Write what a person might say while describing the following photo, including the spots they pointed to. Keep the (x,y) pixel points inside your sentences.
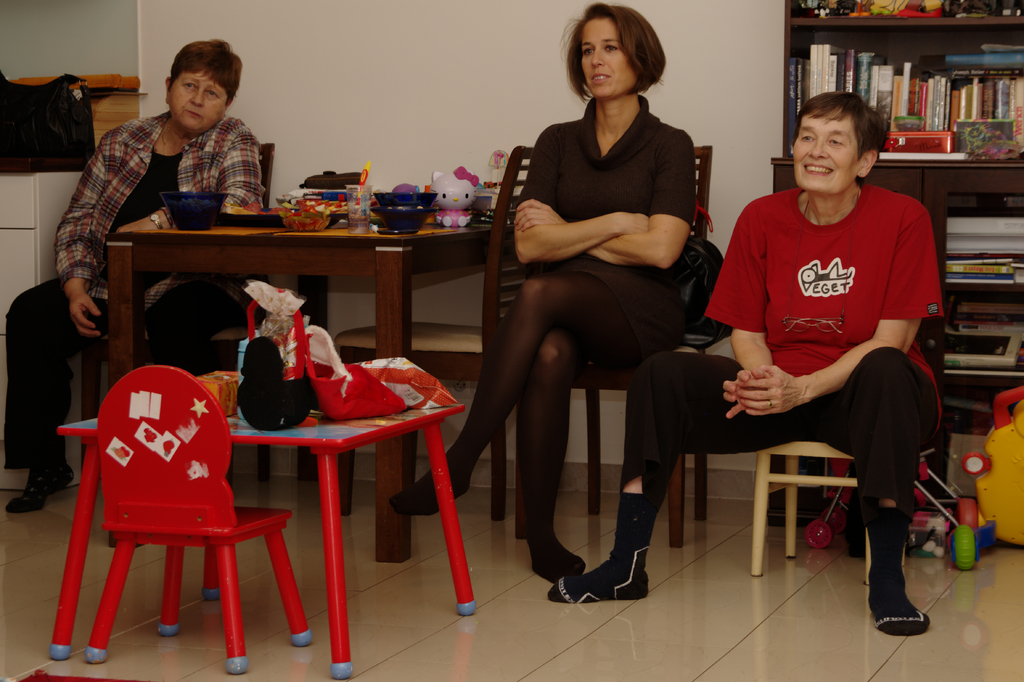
Bottom right side of the image (890,579) people (545,483) are sitting on a chairs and smiling. Top left side of the image (89,208) a woman (38,307) is sitting on a chair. In the middle of the image (458,247) there is a table (124,265) on the table (237,226) there are some toys (456,190) and there are some products (236,212). Top right side of the image (881,65) there is a bookshelf (889,24). Behind them there is a wall (361,136). Bottom left side of the image (120,480) there is a table (339,431) and chair (125,477).
